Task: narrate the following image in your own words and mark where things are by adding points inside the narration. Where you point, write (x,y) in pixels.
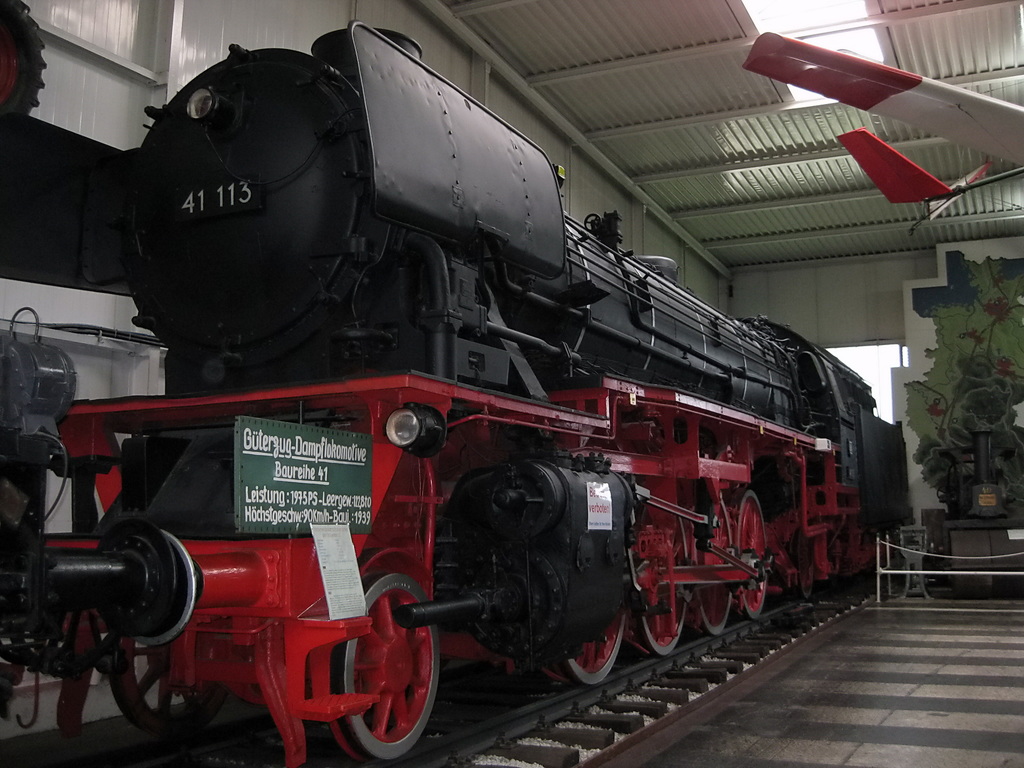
In this image I can see the train (415,482) on the track (597,685). The train (524,598) is in red and black color. And I can see the board (248,495) to the train (381,332). To the right (946,318) I can see the green color painting (924,437) to the wall (912,484) and I can also see the aircraft wings (877,142) which are in red and white color. These are in the shed (654,149).
